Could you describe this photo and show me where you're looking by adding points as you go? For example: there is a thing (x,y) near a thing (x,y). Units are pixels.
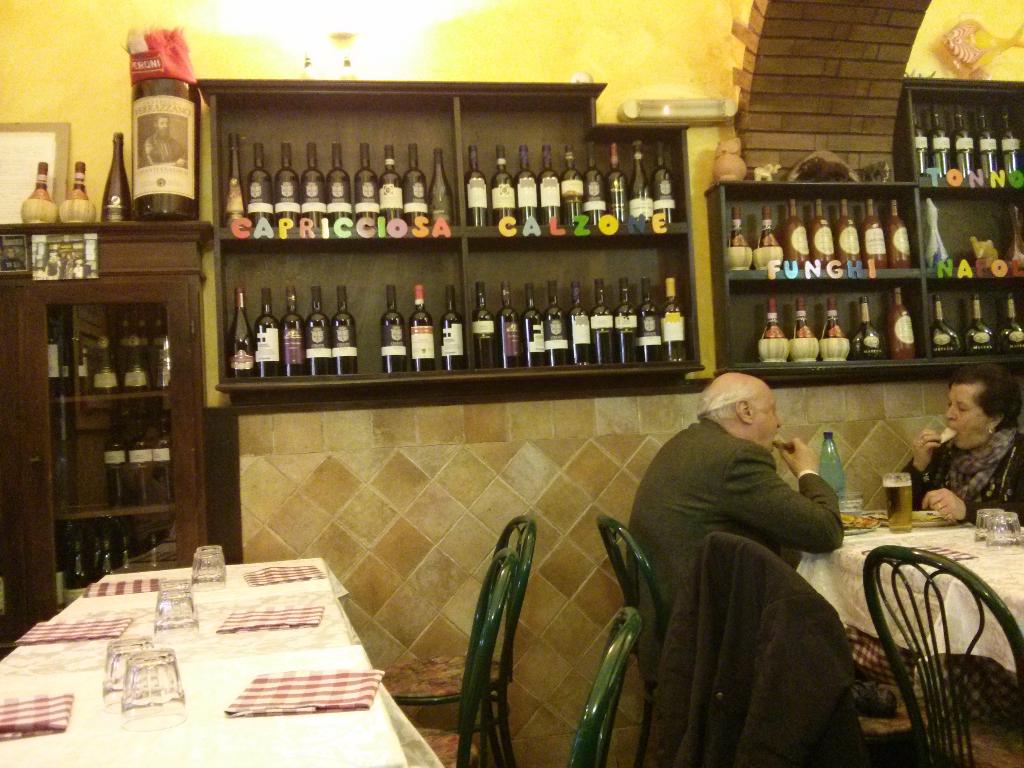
In the image there are plenty of alcohol bottles (552,321) placed in the shelves (544,231) and there are two tables (276,653) there are two people (815,469) sitting in front of the second table (937,510) on the right side (926,496) and there are some food items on that table (860,549), the first table (240,608) has four glasses (129,652) and some napkins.
